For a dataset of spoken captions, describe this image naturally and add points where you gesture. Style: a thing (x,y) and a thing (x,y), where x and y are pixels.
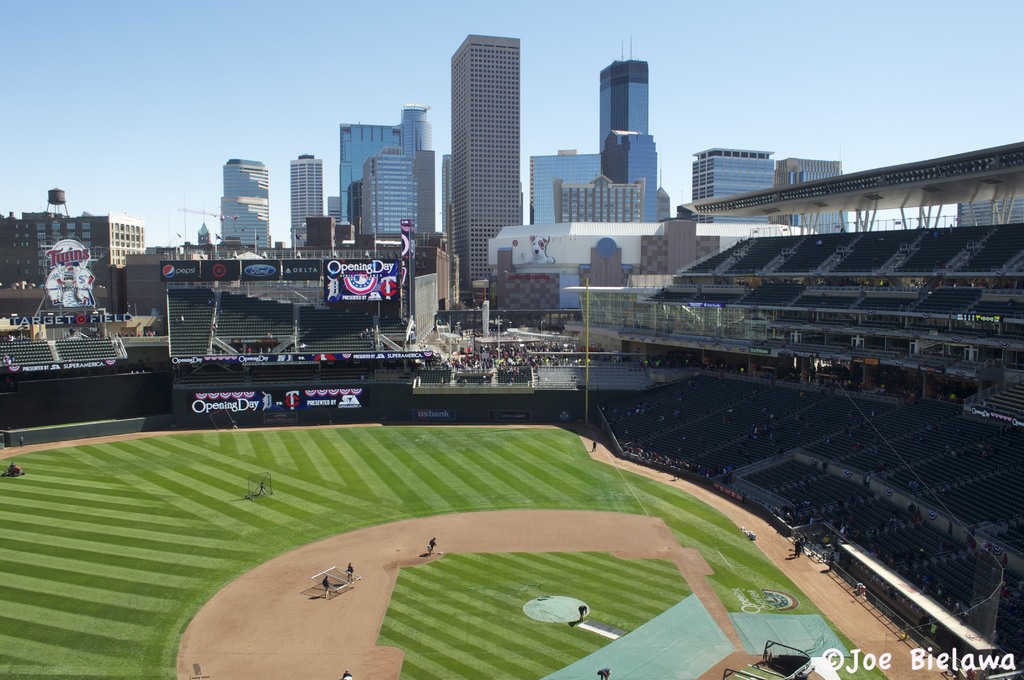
In this picture we can see a stadium (354,486) and in the stadium (243,453) there are boards (222,394), chairs (353,378), poles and some people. Behind the stadium (402,373) there are buildings (461,204) and the sky (402,73). On the image there is a watermark (944,659).
